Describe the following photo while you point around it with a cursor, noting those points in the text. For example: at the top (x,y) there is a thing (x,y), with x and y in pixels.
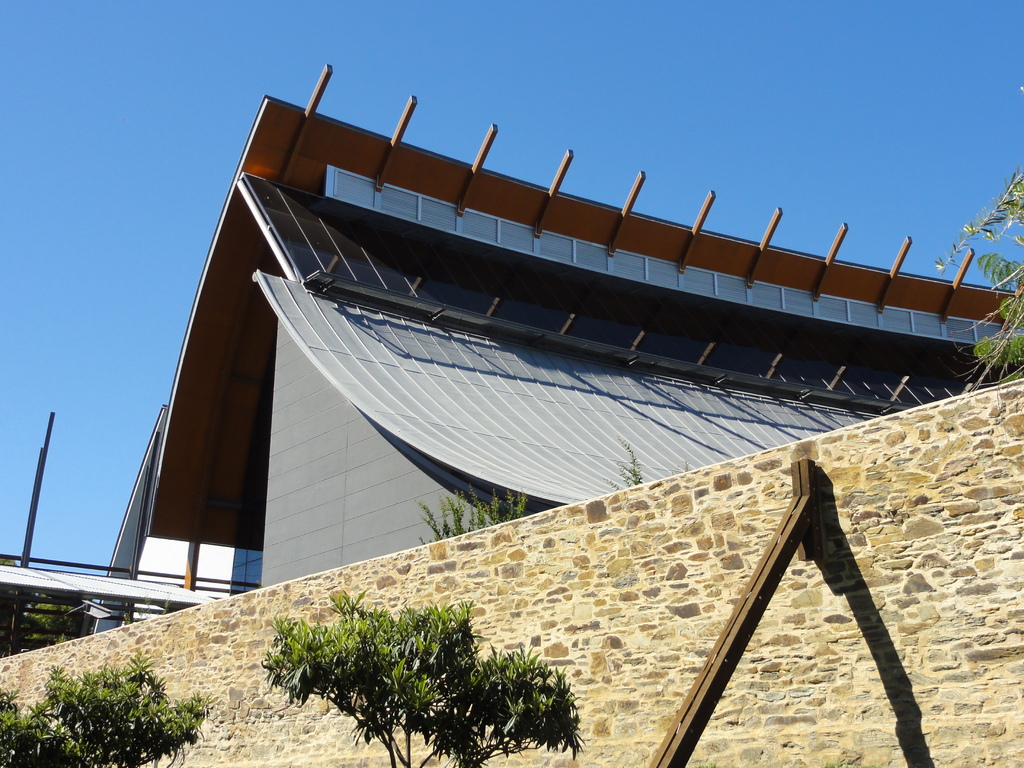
In this image there is a building (336,464), in front of the building (576,465) there is a wall (665,550) and there are trees (100,701). In the background (536,48) there is the sky (376,59).
